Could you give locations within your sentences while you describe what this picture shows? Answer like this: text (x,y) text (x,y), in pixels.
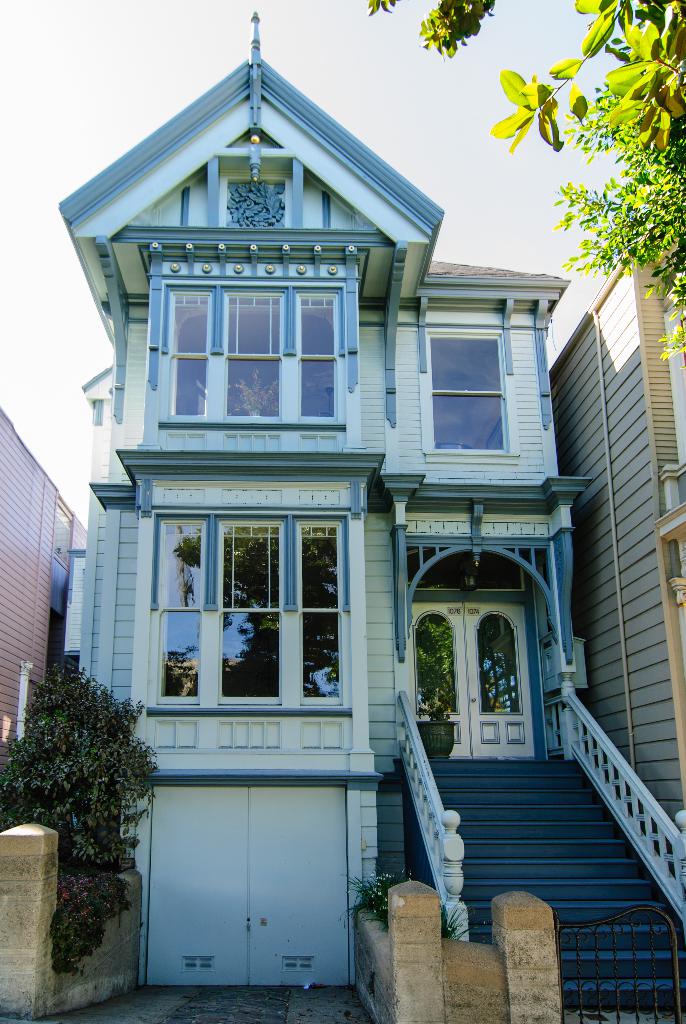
At the bottom of the image (486,771) we can see some plants (33,770) and steps (471,771) and buildings (492,347). In the top right corner of the image (661,245) there is a tree (653,81). At the top of the image (547,40) there is sky (368,12).
